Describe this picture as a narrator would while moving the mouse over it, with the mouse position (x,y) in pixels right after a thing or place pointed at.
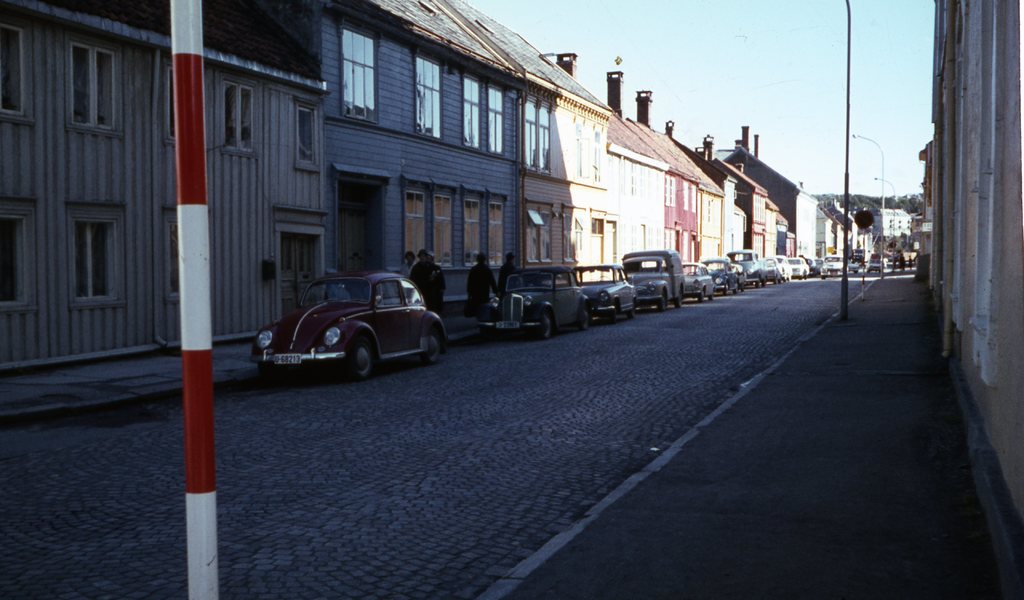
In this image we can see many buildings (466,230) in the image. There are many cars (551,302) parked on the road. There are few people (487,272) are standing aside on the road (805,286). There are many trees (853,207) in the image. There are few street lights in the image.
